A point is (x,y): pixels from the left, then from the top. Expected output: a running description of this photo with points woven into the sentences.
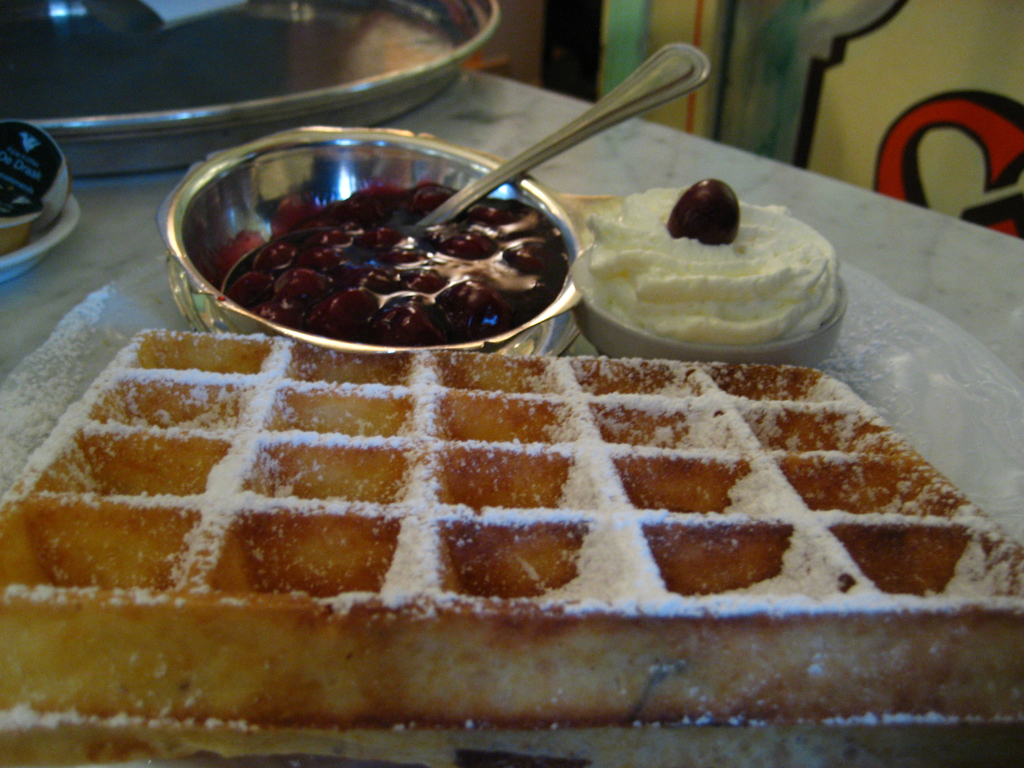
In this picture we can see food items (245,404), bowls (459,340), spoon (686,79), plate (203,29) and some objects (65,188).
